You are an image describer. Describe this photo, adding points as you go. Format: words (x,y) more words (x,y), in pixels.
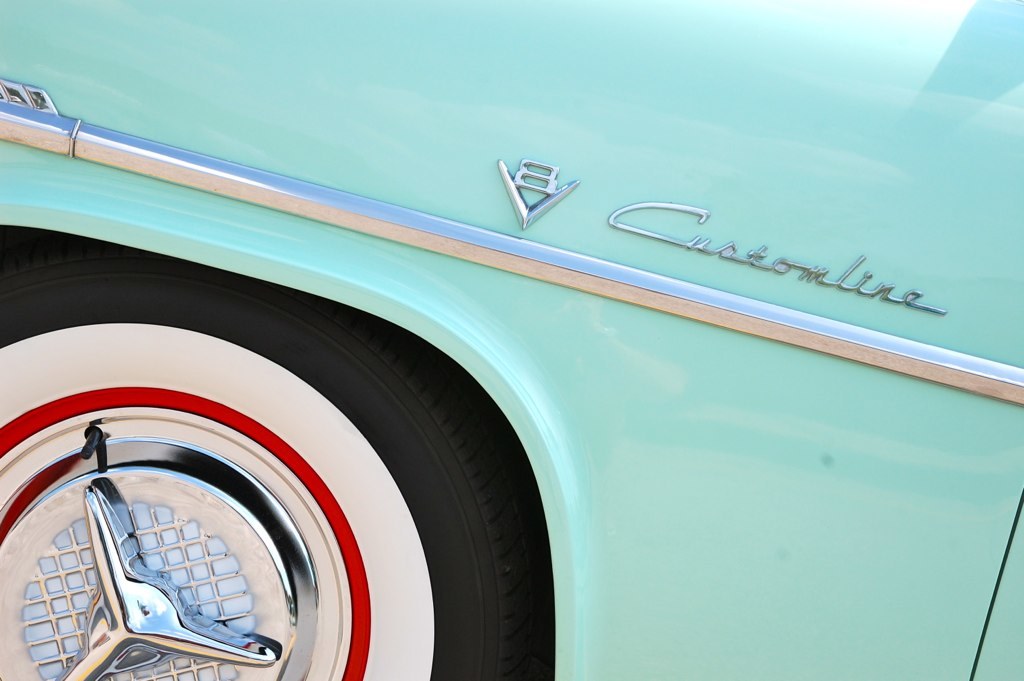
In this image in the foreground (414,242) there is one vehicle (724,502) and tire (346,537), and on the vehicle (690,254) there is some text (907,295) written.
